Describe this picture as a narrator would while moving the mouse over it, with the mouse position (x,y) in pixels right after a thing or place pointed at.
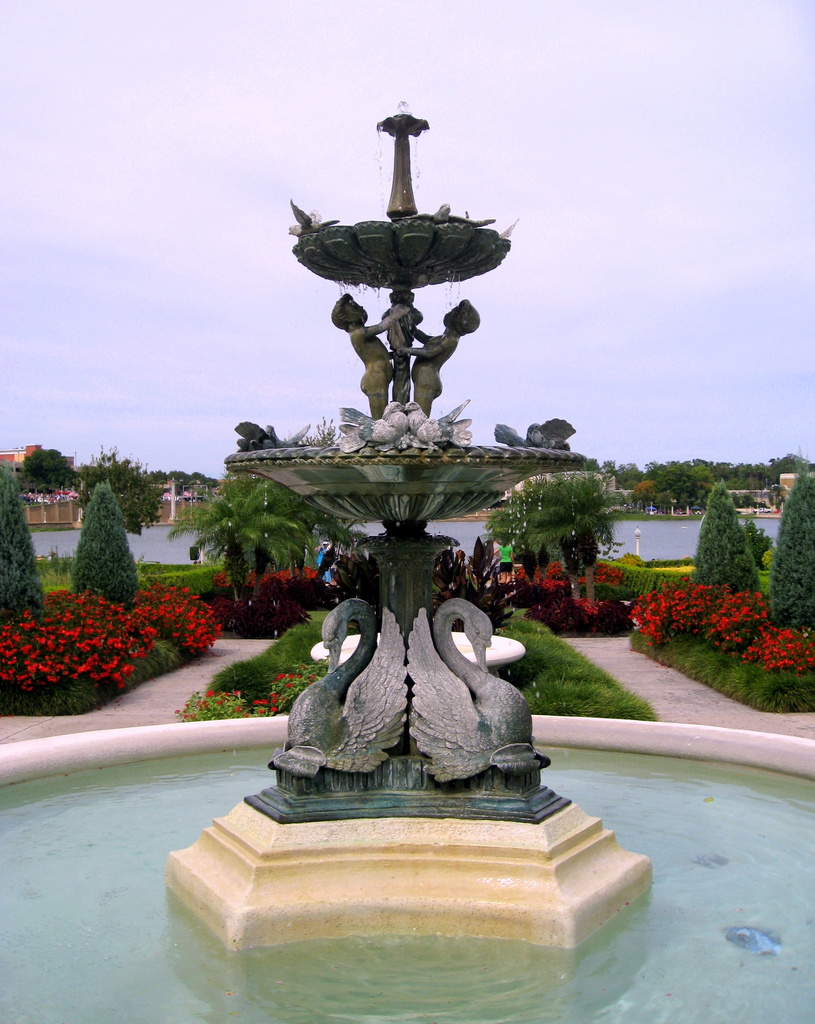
This image consists of a fountain (277,820). At the bottom (270,990), there is water (29,1000). In the background (35,553), there are trees (703,583) and plants (468,582). At the top (110,192), there is sky (112,199).
